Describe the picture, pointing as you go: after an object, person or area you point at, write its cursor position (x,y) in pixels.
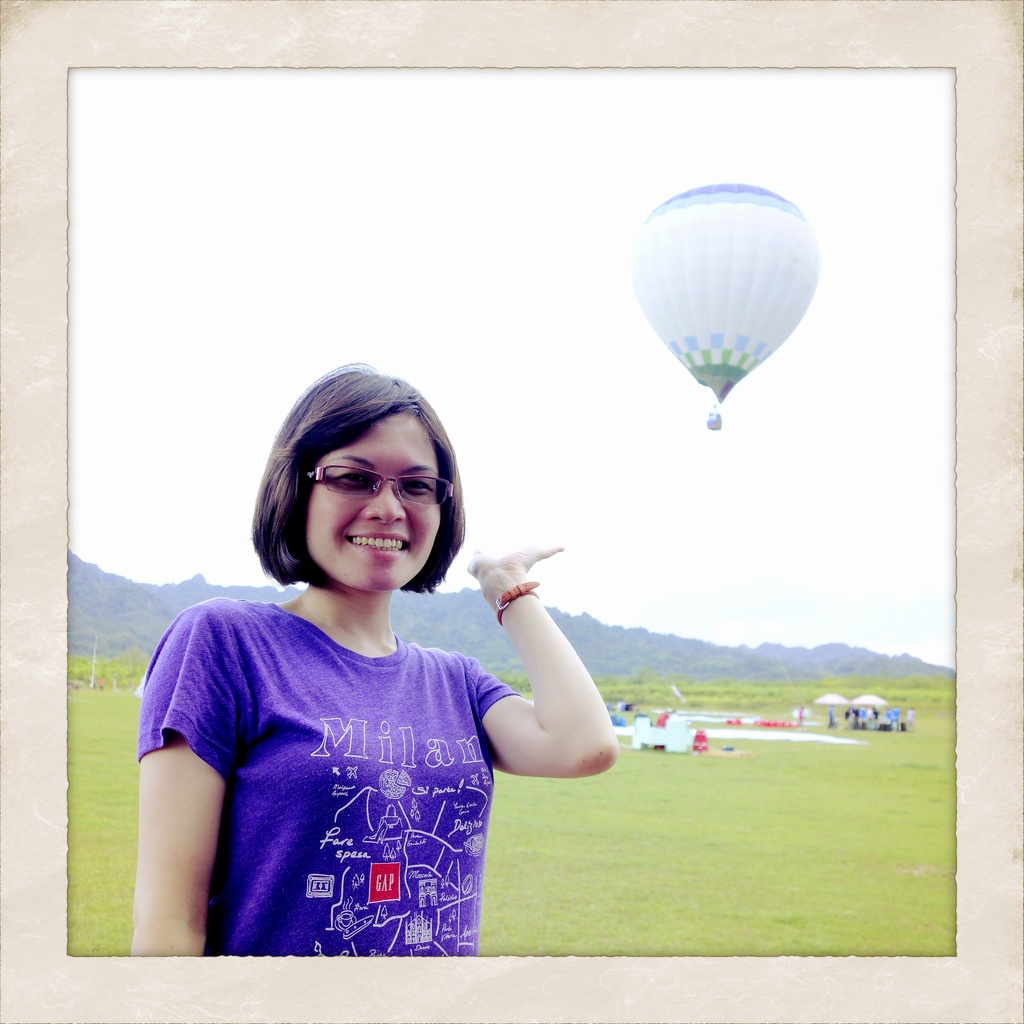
In this image I can see a woman (332,703) is standing and smiling. The woman (382,731) is wearing glasses (424,496) and a purple color t-shirt (319,851). In the background (571,525) I can see a hot air balloon (735,342), mountains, the sky (627,610) and some other objects (771,739) on the ground (734,819).
